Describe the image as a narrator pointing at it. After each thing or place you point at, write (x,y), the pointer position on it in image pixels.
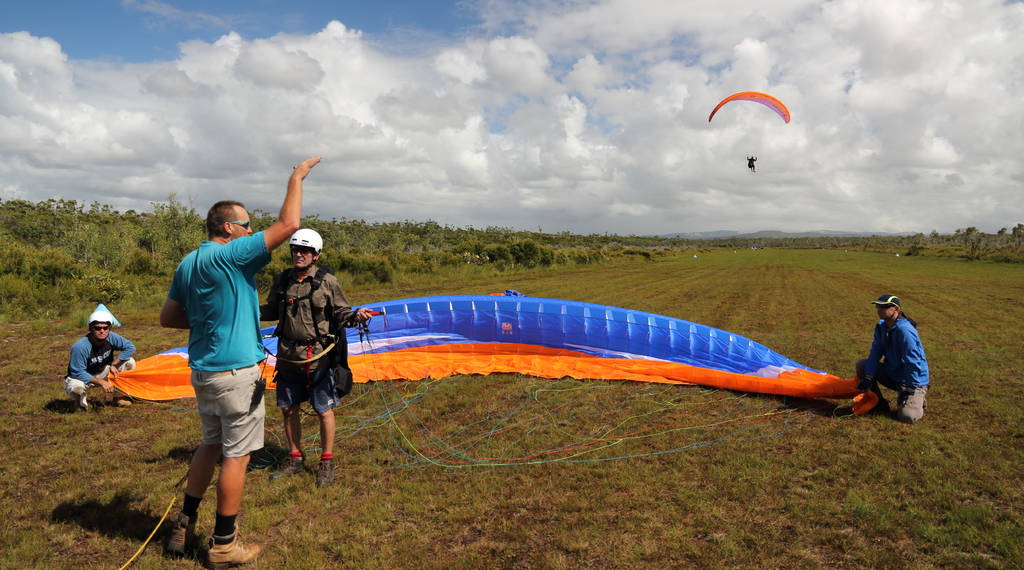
In this image we can see four people (232,307) on the ground (477,450). One person (227,268) wearing blue shirt (235,255) and goggles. One person (303,298) is wearing a helmet (300,245). In the background (787,123), we can see a parachute (399,335) and a person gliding with the parachute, group of trees (576,255) and the cloudy sky (467,153).
